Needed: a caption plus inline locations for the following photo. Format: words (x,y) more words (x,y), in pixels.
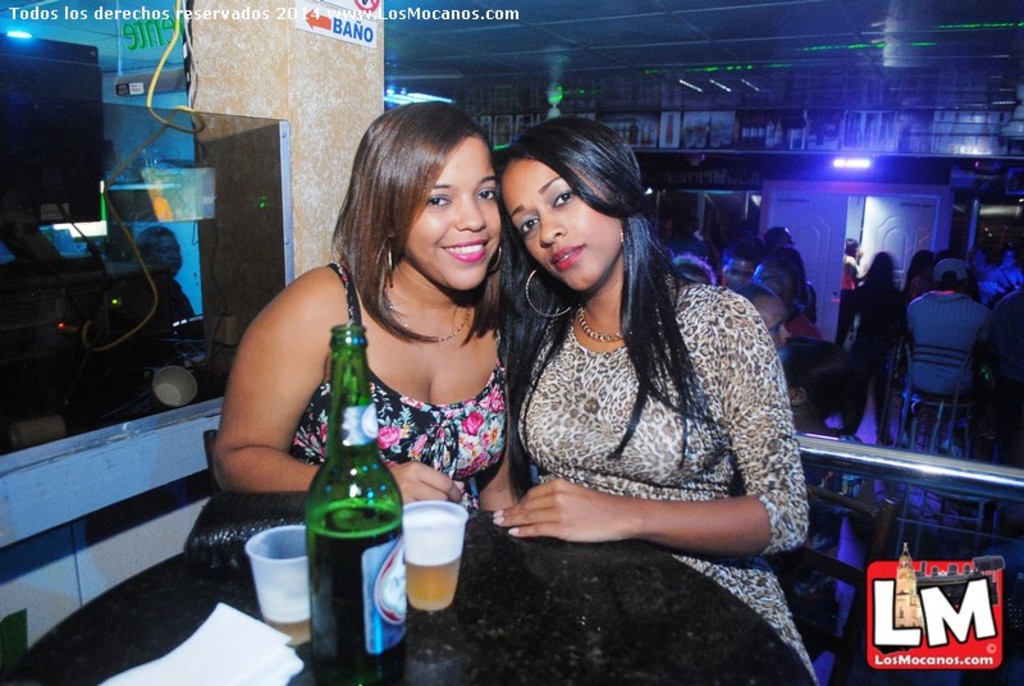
This picture is mainly highlighted with two women (483,373) who is holding a pretty smile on their faces (436,252). They are sitting on chairs (843,571) in front of a table (199,625). We can see drinking glasses (432,541) and a bottle (342,346) on the table (282,636). These are tissue papers (251,670). On the background (84,265) we can see a glass (35,282) through which we can see few persons (894,325) sitting on the chairs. This is a door (893,231). this is a light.
